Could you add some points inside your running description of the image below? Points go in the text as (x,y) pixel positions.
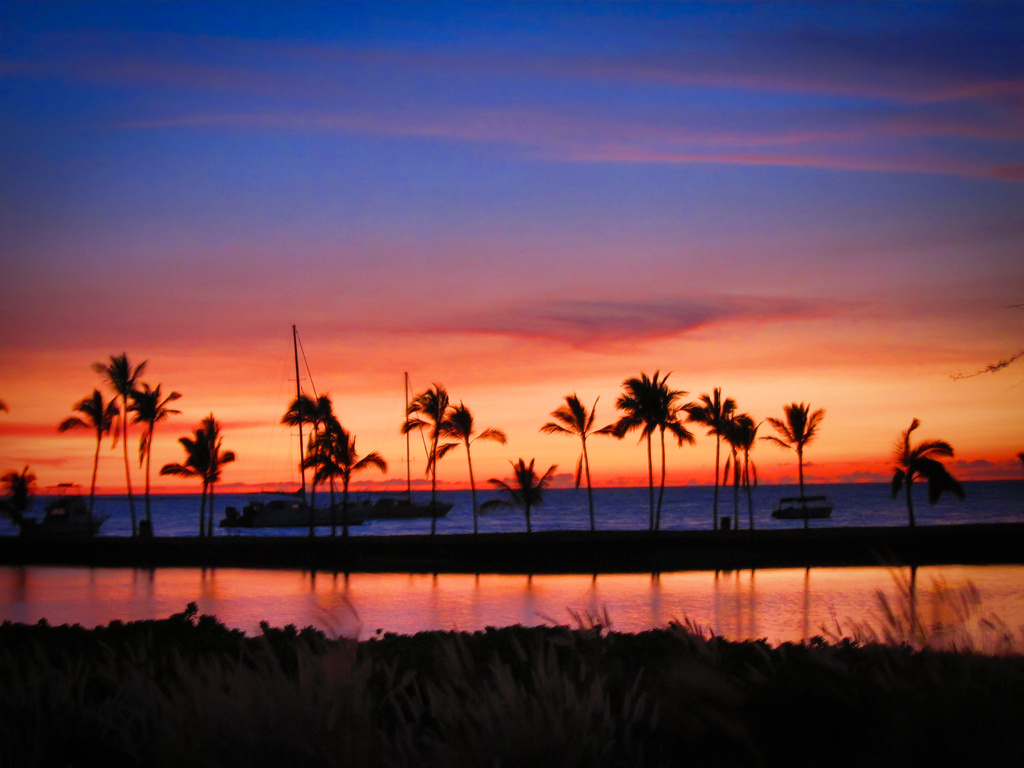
In this picture we can see trees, grass (104,662), here we can see boats (83,498) on water (311,575) and we can see sky (825,134) in the background (877,460).
